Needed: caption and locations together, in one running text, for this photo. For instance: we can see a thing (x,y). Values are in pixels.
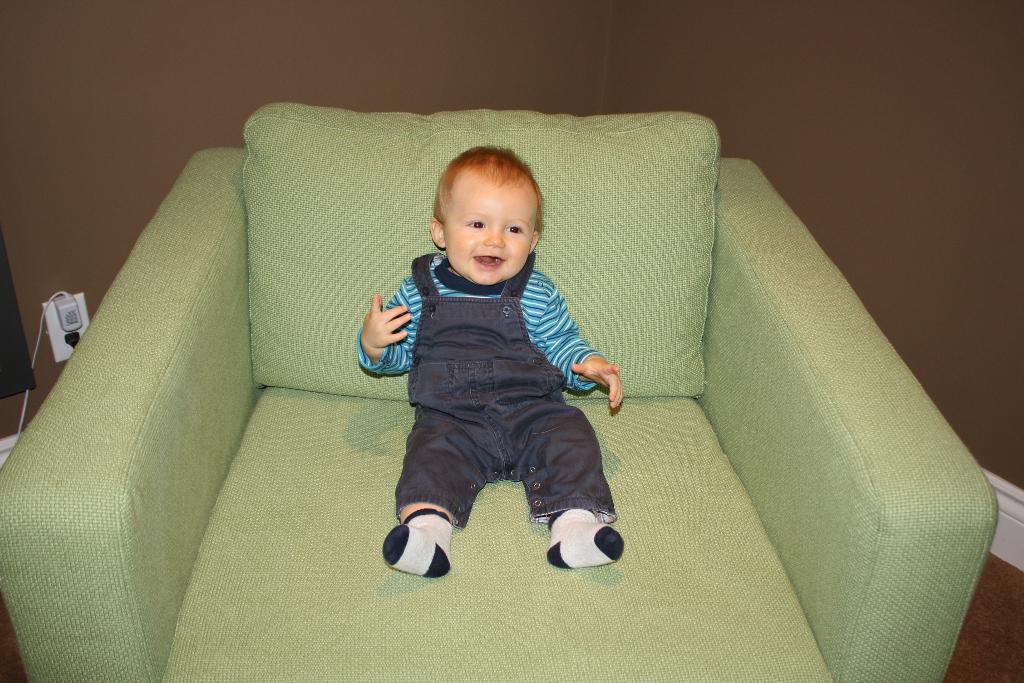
In this image a baby (515,403) is sitting in a sofa (623,610) and wearing blue shirt (532,310), grey overalls (484,368), black and white socks (428,526). In the background (507,88) there is wall (507,88), to the left (82,310) there is a switch board (63,346).
